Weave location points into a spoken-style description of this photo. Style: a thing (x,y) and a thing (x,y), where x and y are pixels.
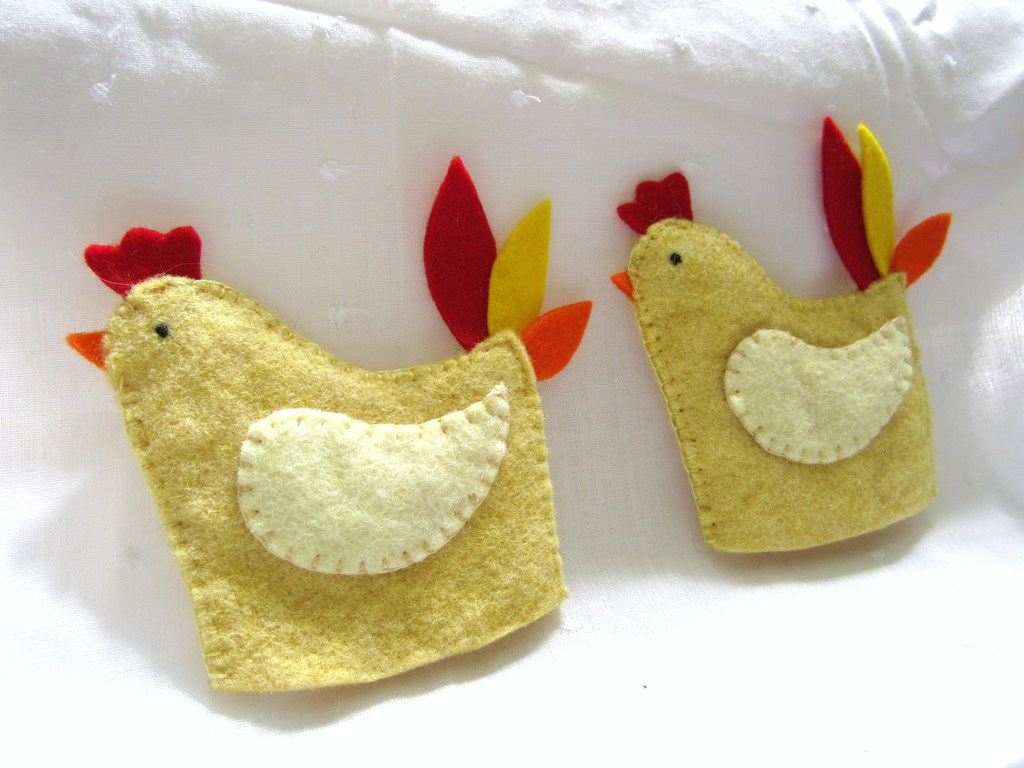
In this picture, those are looking like embroidery patches (341,440) on a white colored cloth (960,676).
